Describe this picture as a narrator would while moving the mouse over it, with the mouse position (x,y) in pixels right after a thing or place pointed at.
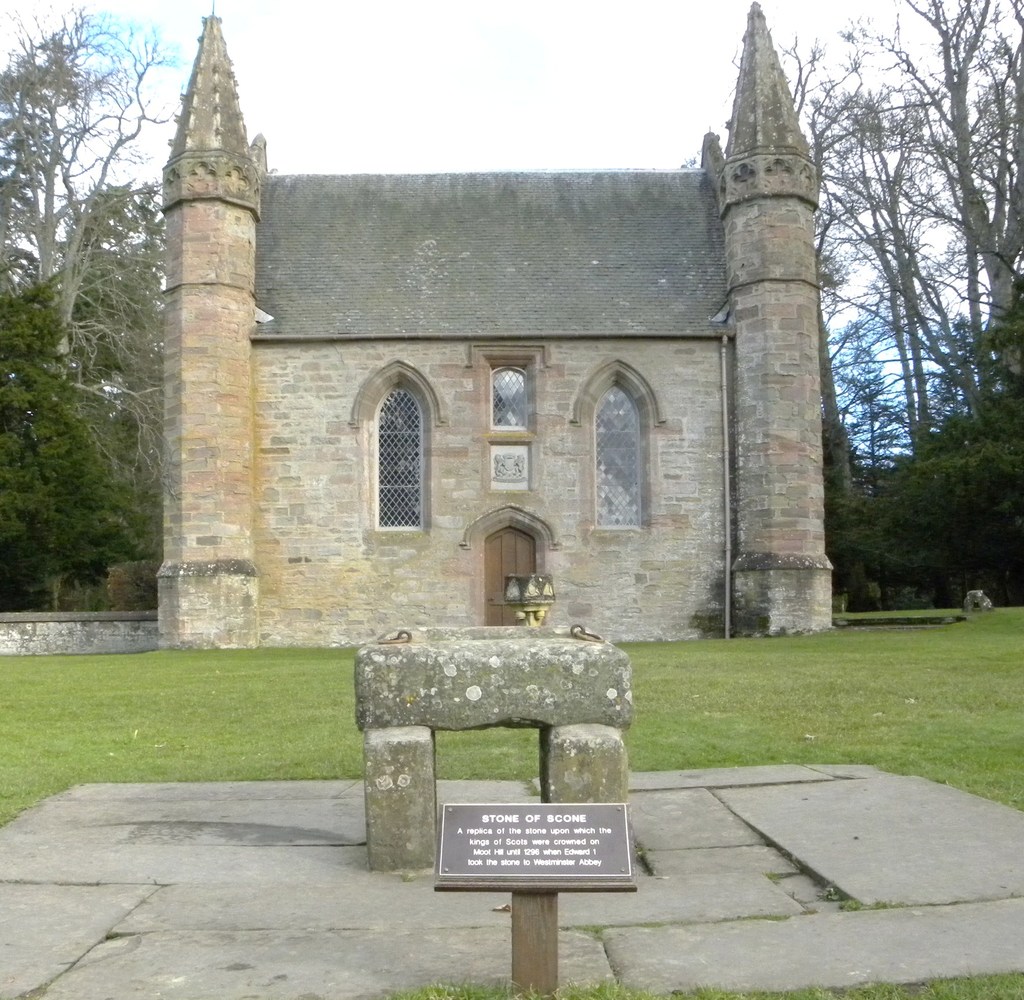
In this picture we can see a building (447,326), in front of the building (465,317) we can see a notice board (505,806), in the background (874,218) we can find few trees (829,450).
